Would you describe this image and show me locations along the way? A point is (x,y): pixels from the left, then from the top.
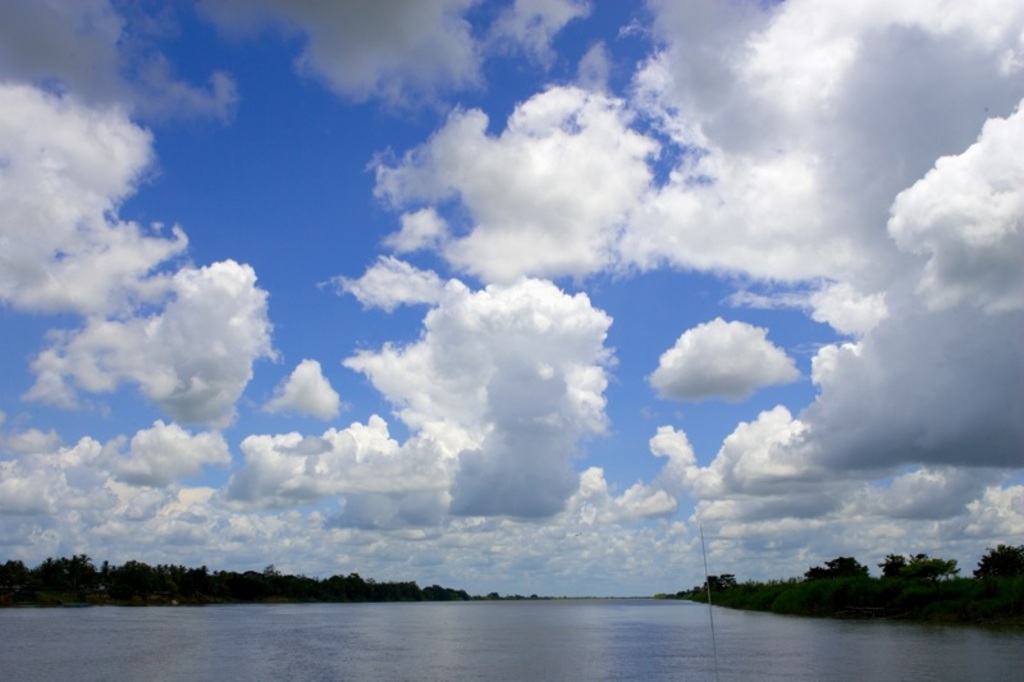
In this image there is a river (431,639), on the either side of the river (474,633) there are trees (435,593), at the top of the image (540,188) there are clouds (476,362) in the sky (306,274).
